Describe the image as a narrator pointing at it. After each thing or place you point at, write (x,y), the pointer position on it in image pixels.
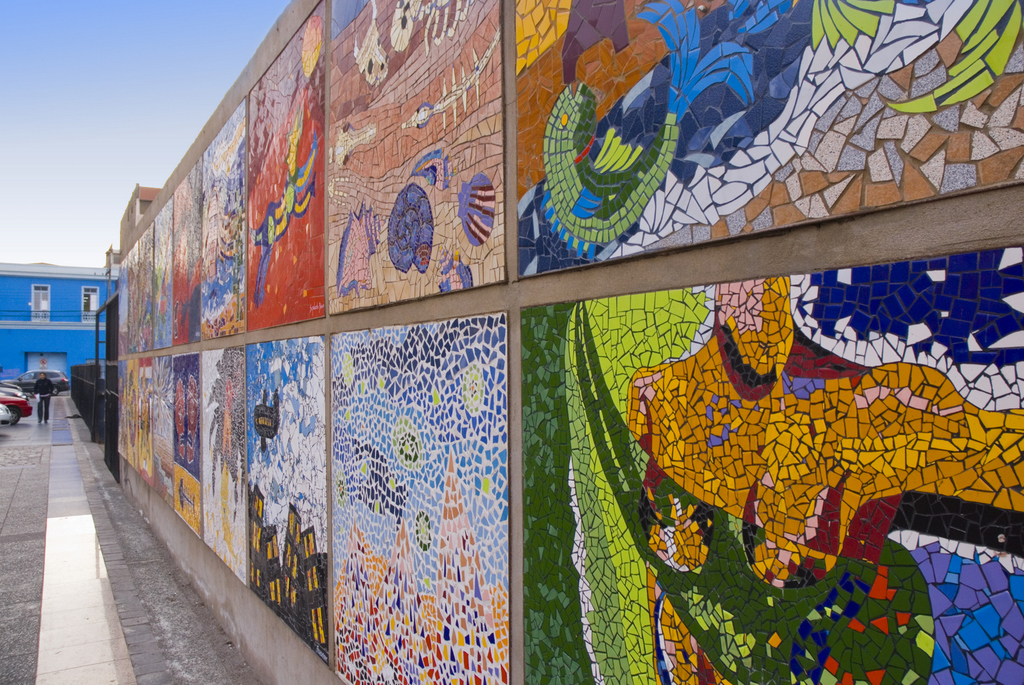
This picture is clicked outside. On the left (3,398) we can see the group of vehicles (68,381) seems to be parked on the ground (78,417) and there is a person (43,395) seems to be walking on the ground (35,526). On the right (722,231) we can see the pictures (464,490) of some objects (376,567) on the wall (452,203). In the background (132,109) there is a sky (63,237) and a blue color building (68,328).
